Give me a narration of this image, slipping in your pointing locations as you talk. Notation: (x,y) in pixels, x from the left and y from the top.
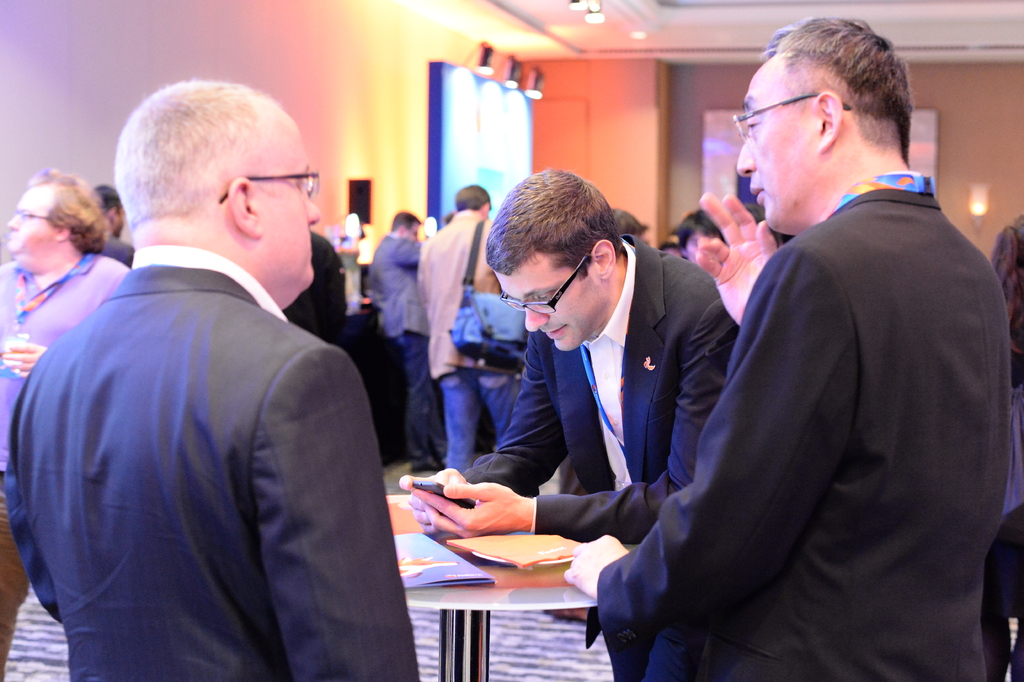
In this picture we can see a group of people (88,357) wore blazer (575,408), spectacle (512,298) carrying their bags (506,333) and standing and in front of them there is table (484,567) and on table (504,575) we can see books (464,539) and in background (361,66) we can see wall (644,147), light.
